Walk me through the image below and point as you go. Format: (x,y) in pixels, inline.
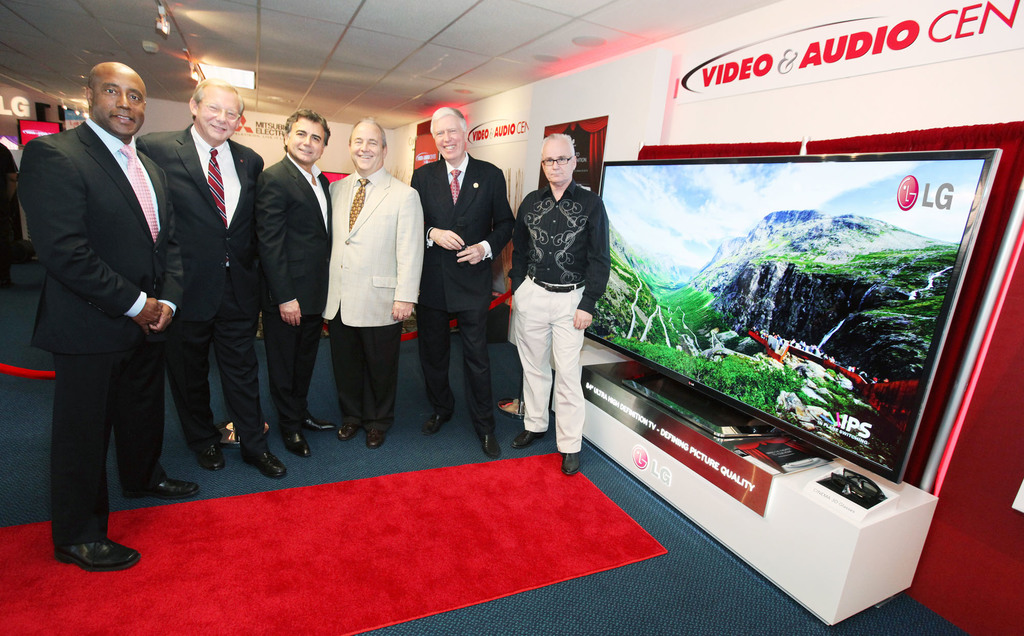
Here in this picture we can see a group of men (252,295) standing on the floor (187,469) over there and we can see most of them are smiling and in front of them we can see a red carpet (403,479) present on the floor (410,371) over there and beside them we can see a television (994,170) present on the table (645,454) over there and we can see some banners (513,130) present over there and on the roof (178,19) we can see light (217,69) present over there.
